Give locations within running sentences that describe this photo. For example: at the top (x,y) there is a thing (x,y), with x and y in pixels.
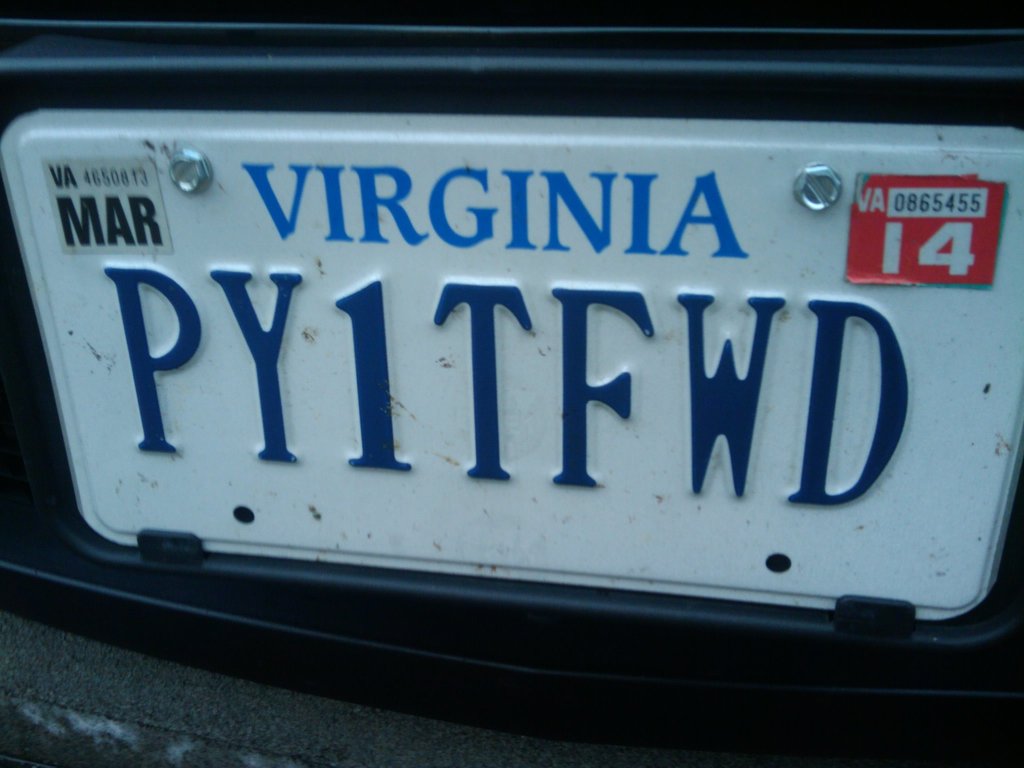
In this image I can see a number plate (326,404). The plate (175,398) is white in color. The plate (175,398) is attached to an object (530,79). On the plate (499,287) I can see something (452,287) written on it.
